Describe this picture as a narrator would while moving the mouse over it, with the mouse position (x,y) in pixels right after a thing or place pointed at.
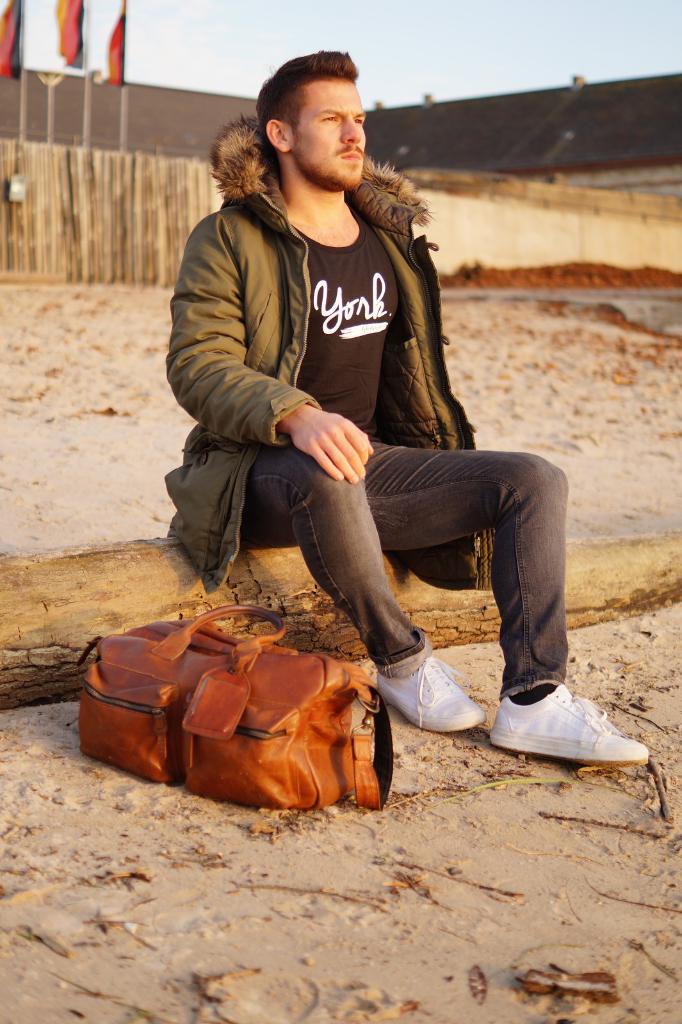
In this image, There is a ground (503,978) of brown color, In the middle (389,469) there is a man (389,469) sitting on the tree (263,576), In the background (532,223) there is a wall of white color and there are some flags (79,34) of red color, There is a roof (153,94) of black color.
